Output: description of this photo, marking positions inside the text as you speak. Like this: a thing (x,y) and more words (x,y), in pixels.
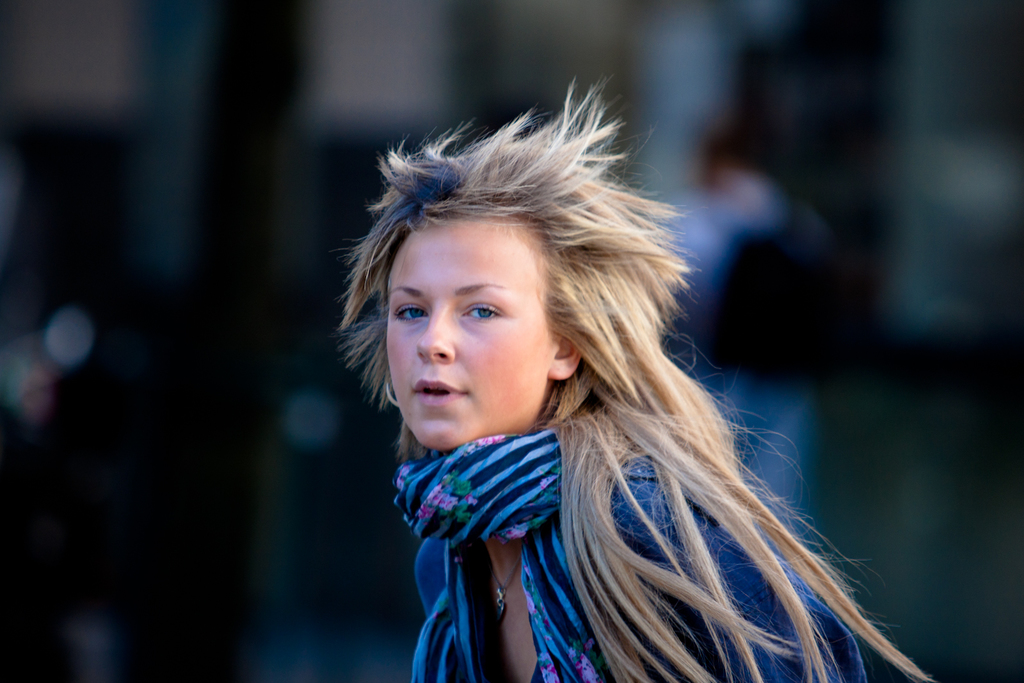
In this image we can see a lady (567,523) and the background (96,221) is blurry.
